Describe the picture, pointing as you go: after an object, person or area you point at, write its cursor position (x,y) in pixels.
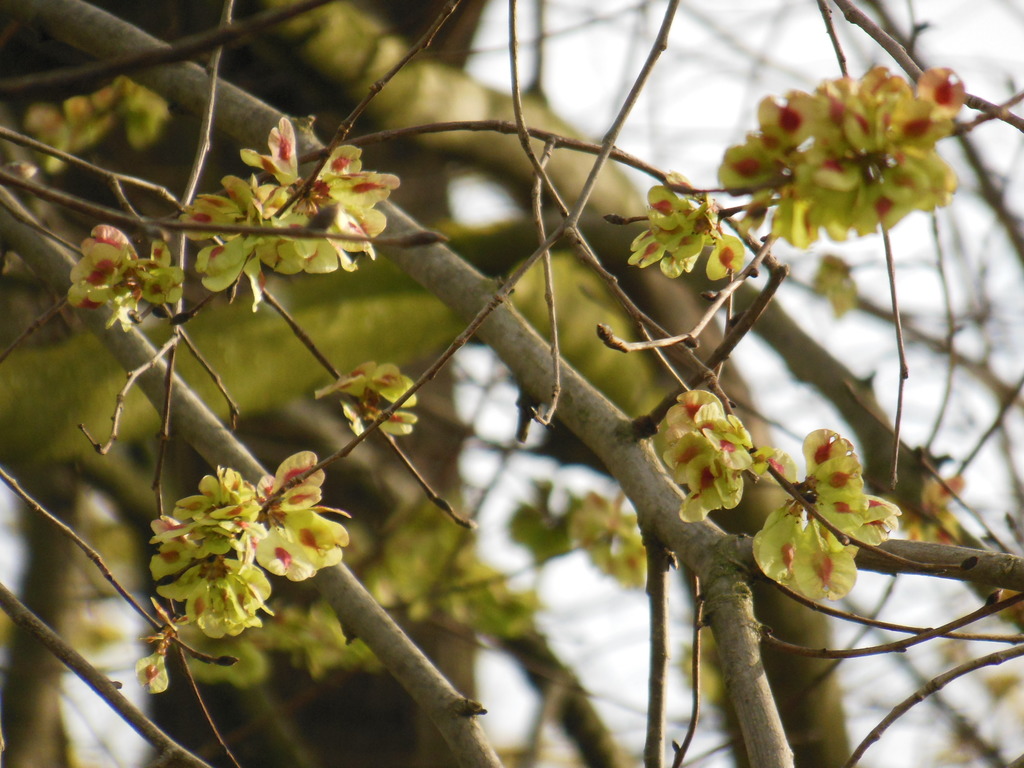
In this image we can see the tree stems (423,244) with flowers (104,230) and buds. There is a white background (340,323), one object (298,704) in the background (94,423) looks like a tree (92,418), some dried tree stems (372,99) and the background (582,89) is blurred.
